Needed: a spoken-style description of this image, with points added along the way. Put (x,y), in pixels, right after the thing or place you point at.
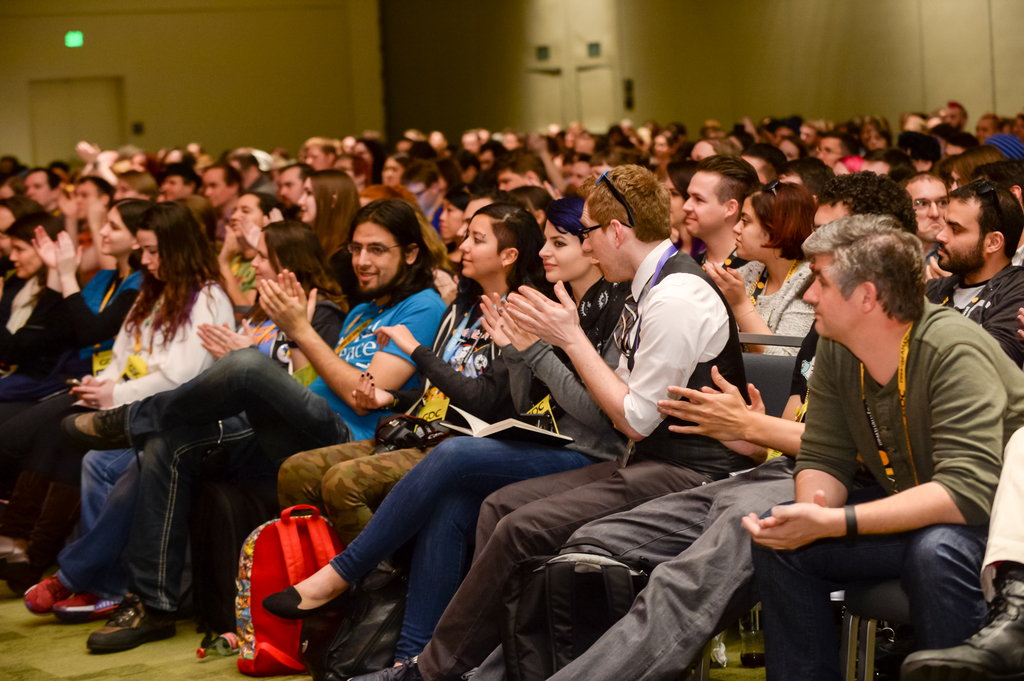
In this image we can see there are some people (506,303) sitting on chairs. In the background (716,29) there is a wall (243,96).
